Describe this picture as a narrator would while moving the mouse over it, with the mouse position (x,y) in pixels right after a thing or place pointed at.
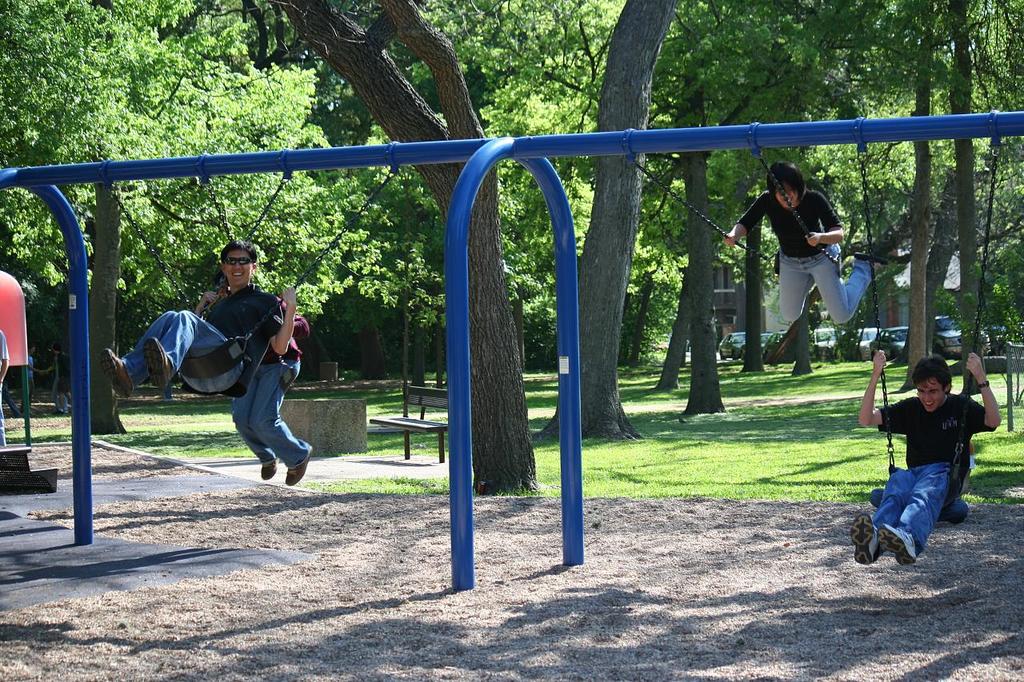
In this image we can see few people (272,394) swinging on swings (965,424). And the swings (890,420) are on rods (314,160). In the back (385,104) there are trees (558,98). On the ground (752,428) there is grass (816,442). Also there is a bench (417,424). In the background (728,328) there is a building (715,282) and also there are vehicles (862,331).
